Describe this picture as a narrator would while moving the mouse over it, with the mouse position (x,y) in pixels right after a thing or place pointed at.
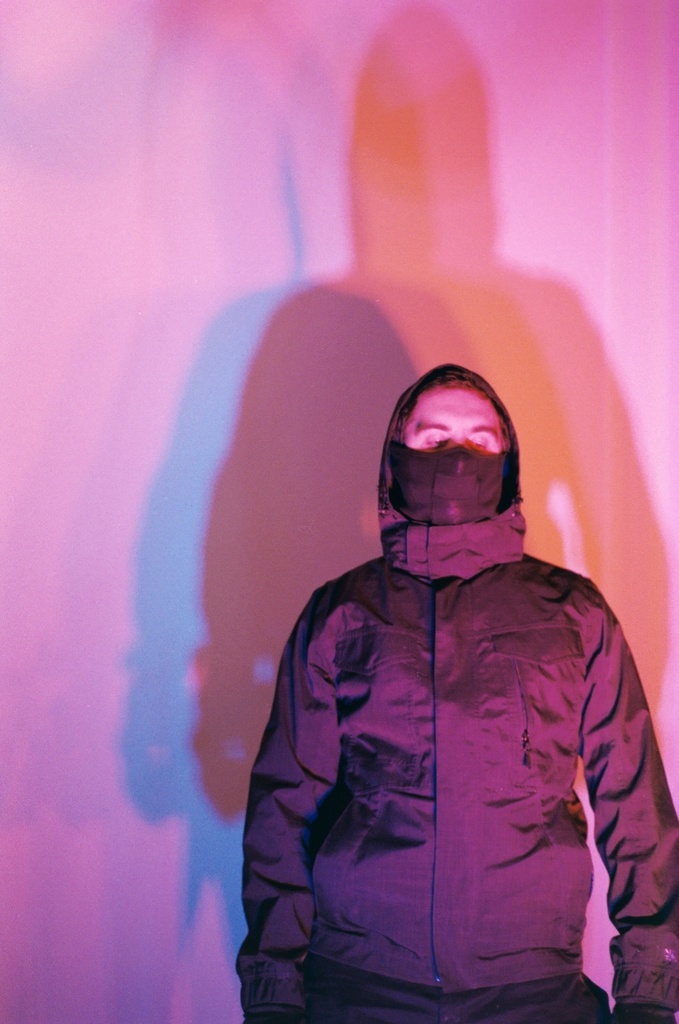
In this image there is a person (414,594) standing at the right side of image (566,802). He is wearing jacket (416,782) and he is covering his face (450,477) with mask (467,477). Behind him there is wall (366,304) having shadow (373,361) of this person (464,701).
